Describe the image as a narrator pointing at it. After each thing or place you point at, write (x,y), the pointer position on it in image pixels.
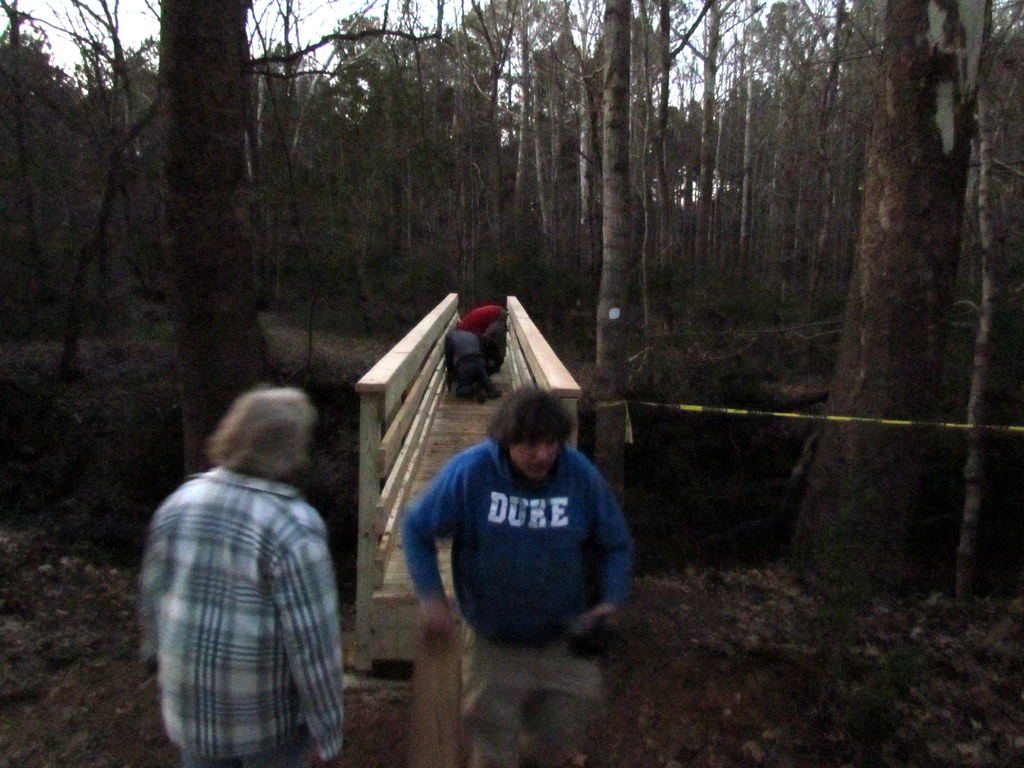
In this picture we can see two men (274,602) standing on the path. We can see a few people (484,341) on a walkway (448,442). There is a caution tape (639,400) tied to a tree (624,436) on the right side (1009,431). We can see a few trees (409,94) in the background (440,82).
